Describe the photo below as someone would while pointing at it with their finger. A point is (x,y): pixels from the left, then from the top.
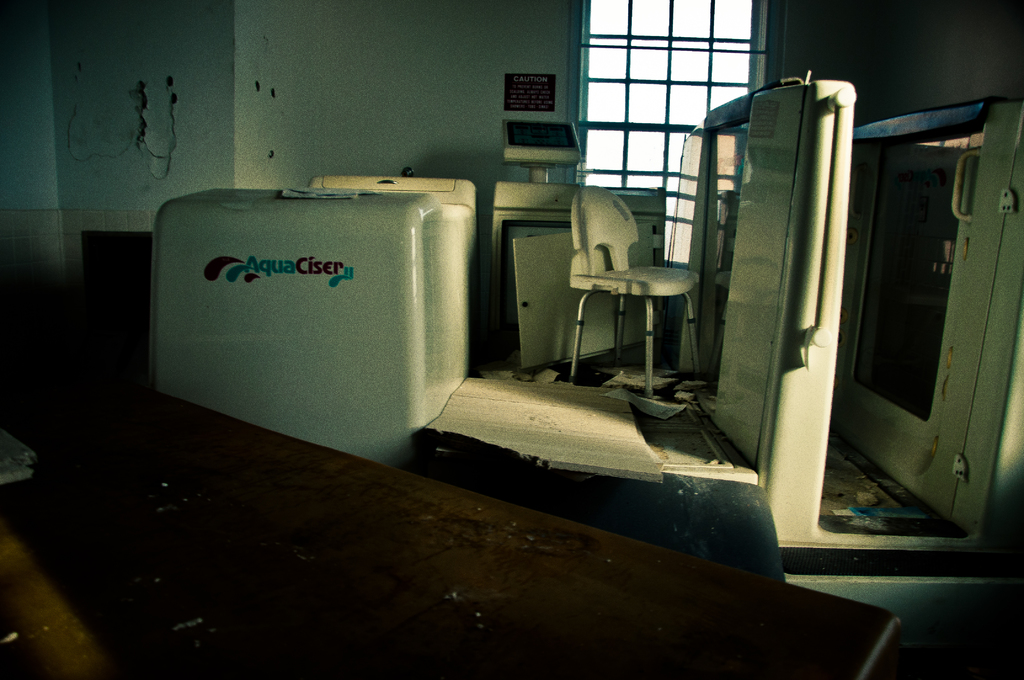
At the bottom of the image (267,546) there is a wooden surface (358,556). Behind that there is a machine (751,153) which is in white color and also there are doors (632,338) on the machine (546,332). There is a white chair (579,285) on the machine (595,319). In the background (214,114) there is a wall (497,63) with glass window (582,120) and sign board (544,108).
